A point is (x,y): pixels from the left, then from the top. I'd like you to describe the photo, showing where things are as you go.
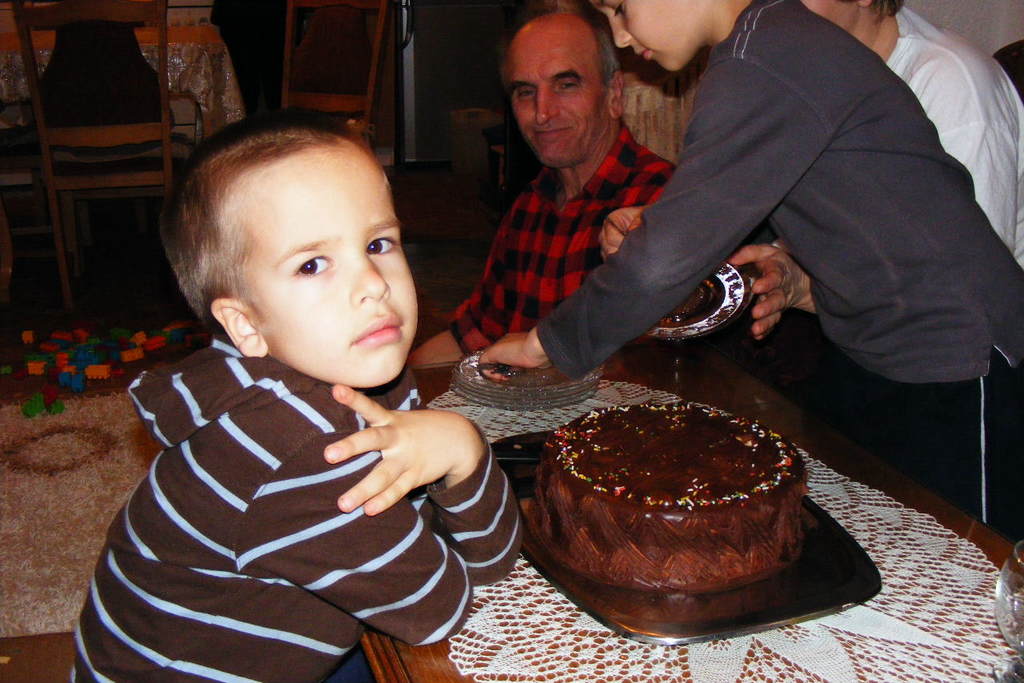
In this image I can see two children (272,564) and two persons (554,86) and on the right side of this image (900,491) I can see a table (426,651). On the table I can see a white colour table cloth (505,623), a plate (819,592) and a brown colour cake (667,413). I can also see few more plates (499,400) on the table (616,368) and I can see one person (774,250) is holding a plate (736,274). In the background (43,52) I can see few chairs (330,71), one more table (230,117), a floor mattress (14,432) and few colourful things (125,337) on the floor (14,304).
